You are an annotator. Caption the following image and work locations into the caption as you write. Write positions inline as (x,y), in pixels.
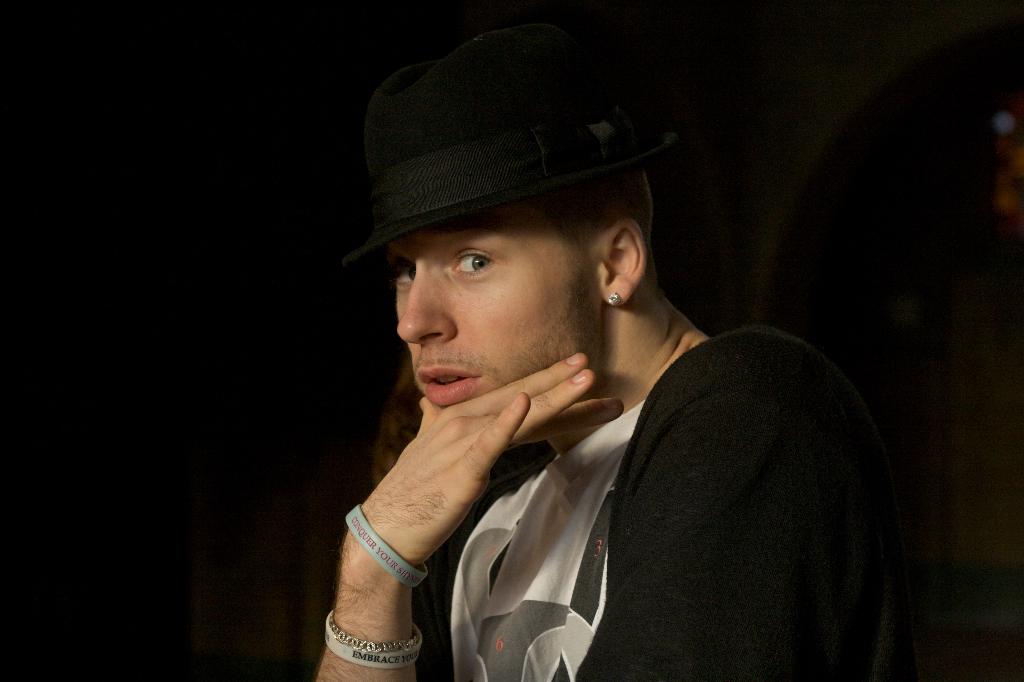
In this picture we can see a person (636,542), he is wearing a cap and in the background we can see it is dark.
